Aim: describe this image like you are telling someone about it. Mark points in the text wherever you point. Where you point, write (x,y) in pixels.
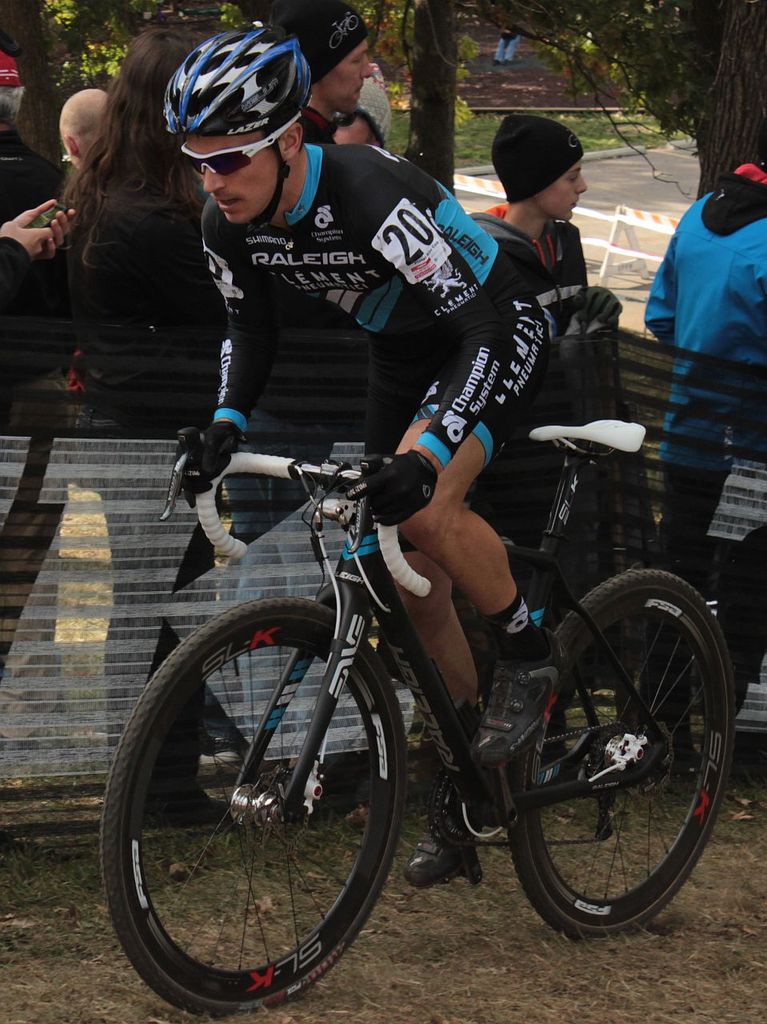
In this image i can see a person (361,205) riding a bicycle (273,765). In the background (137,205) i can see few other people (106,205) standing, trees (709,134) and the road (634,185).
